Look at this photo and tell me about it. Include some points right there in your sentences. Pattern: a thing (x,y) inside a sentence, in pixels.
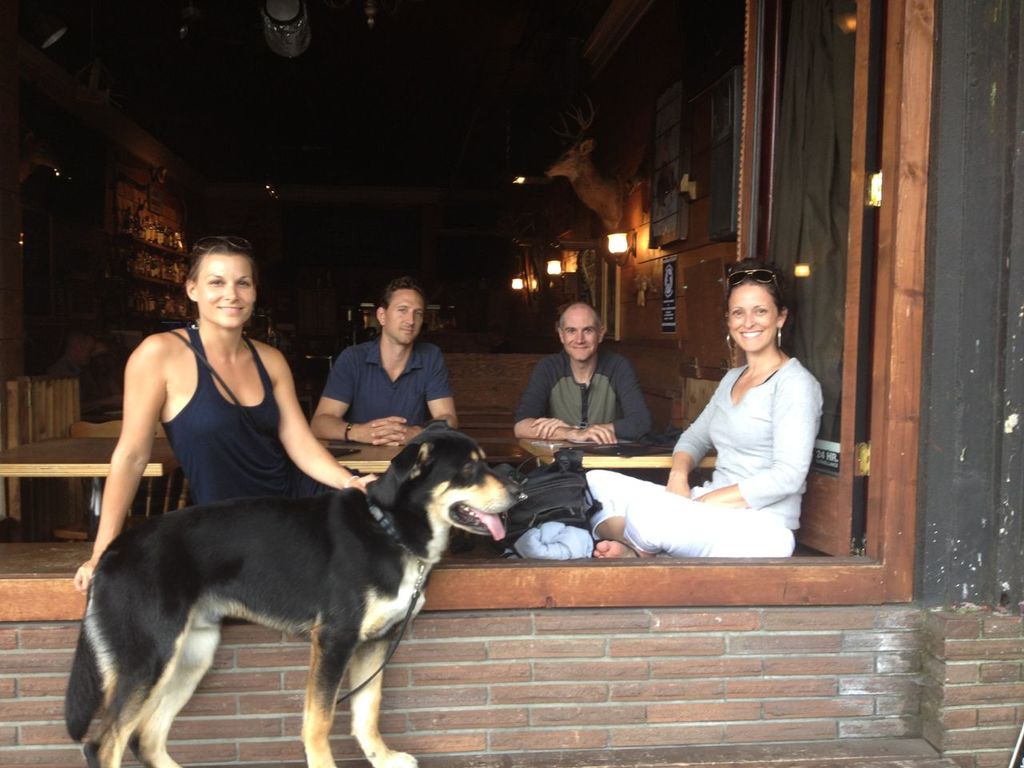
In the center of the image (480,484) there is a dog (463,477). There are people (383,370) sitting. There are tables (76,453). In the background of the image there are lights (617,243) to the wall (578,247). To the left side of the image (93,433) there are chairs (53,391).
